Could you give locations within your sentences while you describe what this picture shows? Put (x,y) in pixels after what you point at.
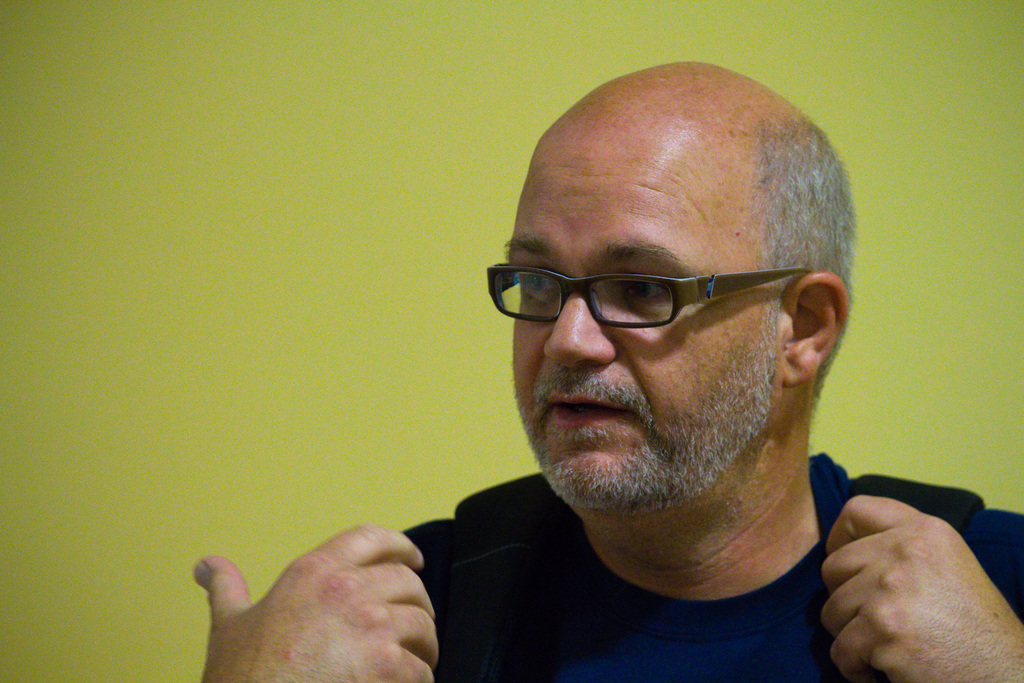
In the image there is a bald headed old man (629,342) in blue dress (554,566) and specs (589,292) standing in front of a yellow wall (460,204).
